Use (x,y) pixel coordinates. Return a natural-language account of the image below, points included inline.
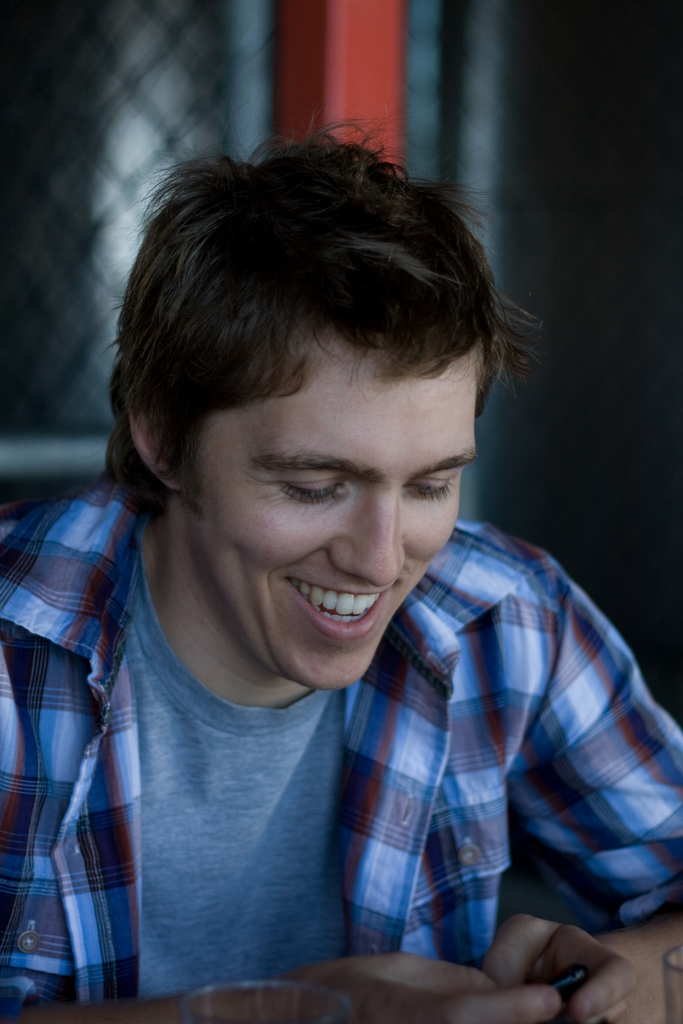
In the image there is a man (334,615), he is laughing and it seems like there is some object (573,980) in his hands (545,962) and the background of the man (322,511) is blur.
